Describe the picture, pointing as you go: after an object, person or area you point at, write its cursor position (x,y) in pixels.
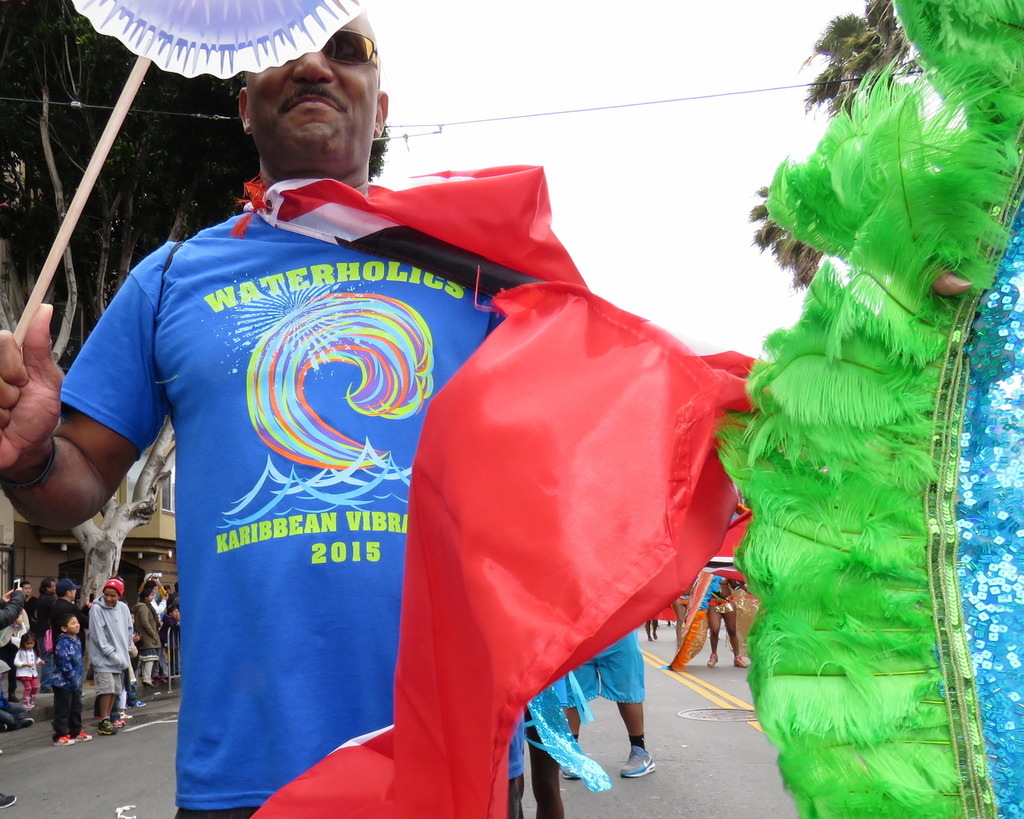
A man (413,452) is there, he wore a blue color t-shirt (374,457) and few other people (639,655) are there on this road (701,753). At the top (568,113) it's a cloudy sky (658,191).
